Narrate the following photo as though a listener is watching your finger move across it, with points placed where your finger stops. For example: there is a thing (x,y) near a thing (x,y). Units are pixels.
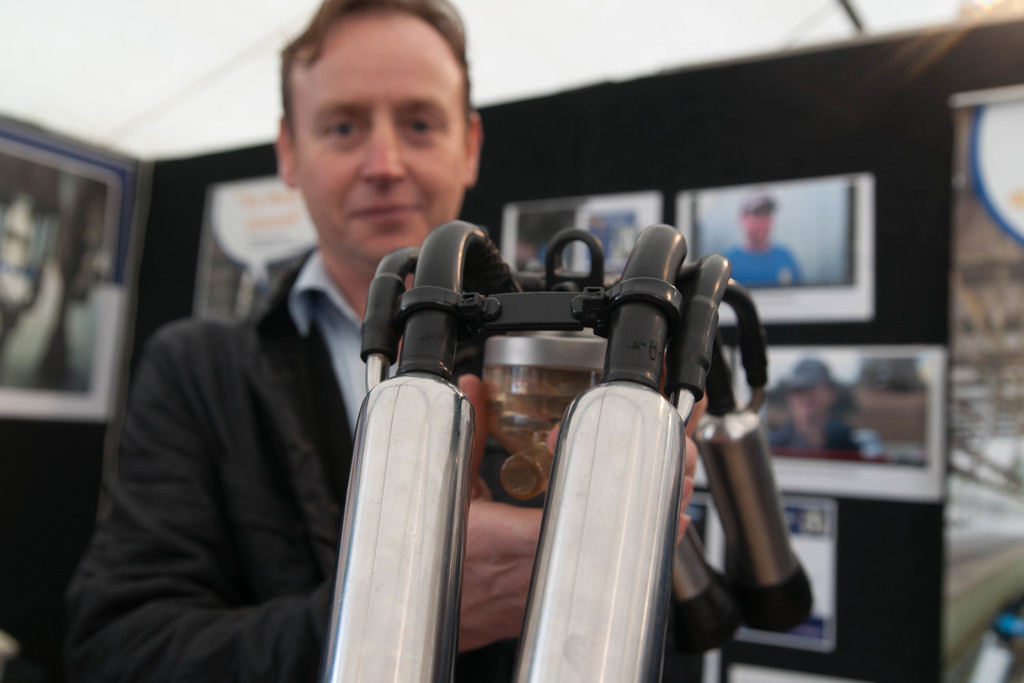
Here in this picture, in the front (605,399) we can see an equipment (601,384) present over a place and behind it we can see a man (438,200) standing and holding it and behind him we can see some photographs (302,227) present on the wall (142,248).
